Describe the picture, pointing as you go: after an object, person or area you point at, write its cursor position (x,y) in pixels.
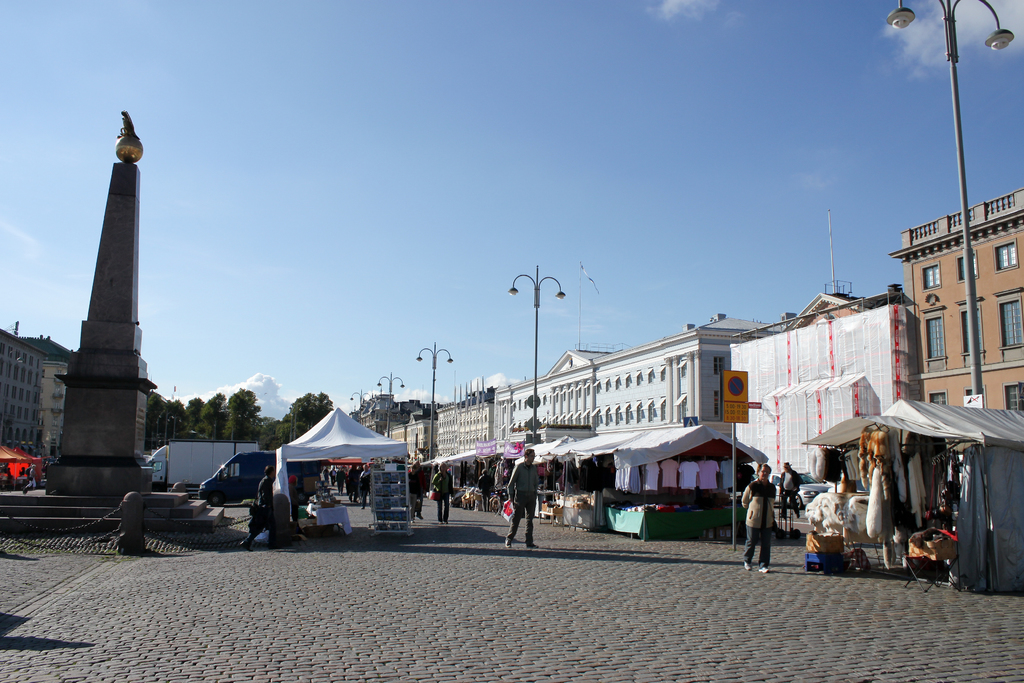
In this image there is a pillar (109,389) on the left side (112,320). In the middle (388,445) there is a tent (347,455). On the right side (712,390) there are buildings (724,353). In front of the buildings (571,409) there are tents (605,441) under which there are stores (613,476). At the top (399,146) there is the sky (396,130). There are light poles (435,391) in between the tents (573,444).
